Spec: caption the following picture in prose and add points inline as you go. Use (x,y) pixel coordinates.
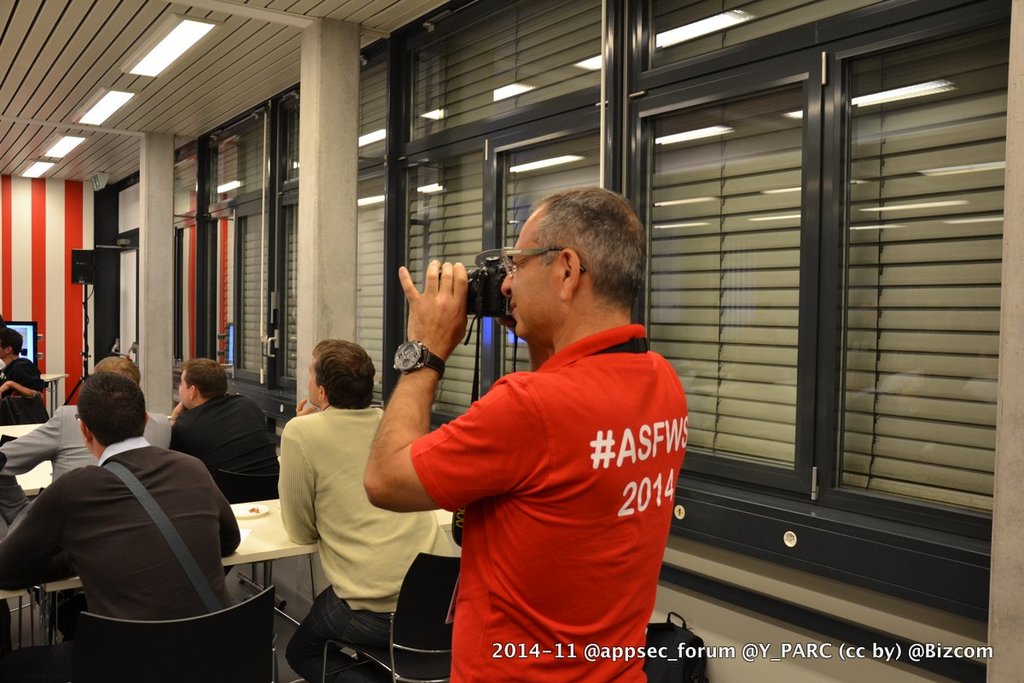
There is a person (577,473) wearing red dress (578,497) is standing and holding a camera (477,288) in his hands (465,299) and there are few people (173,439) sitting in chairs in front of them.
